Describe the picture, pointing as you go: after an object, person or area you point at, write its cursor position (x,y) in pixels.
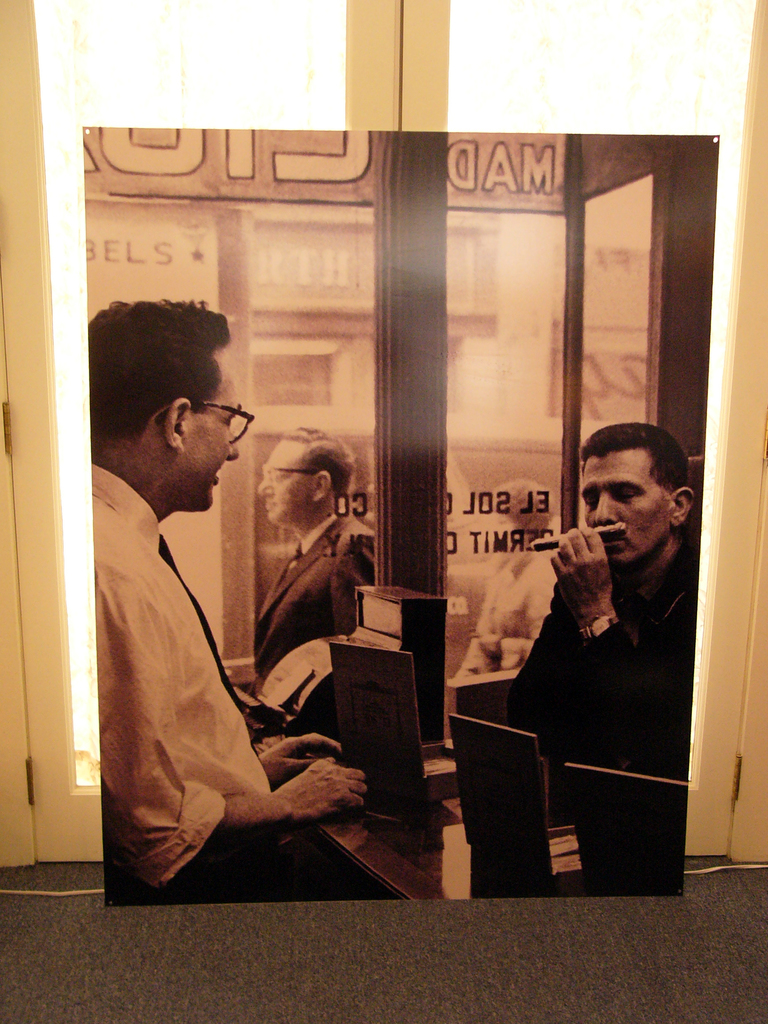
In this picture there is a person (207,639) wearing white shirt (187,682) and there is a table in front of him which has few objects (487,761) placed on it and there is another person (597,588) in front of him and there is a glass (450,481) beside them which has something written on it and there is a person (318,471) in the background (330,459).
